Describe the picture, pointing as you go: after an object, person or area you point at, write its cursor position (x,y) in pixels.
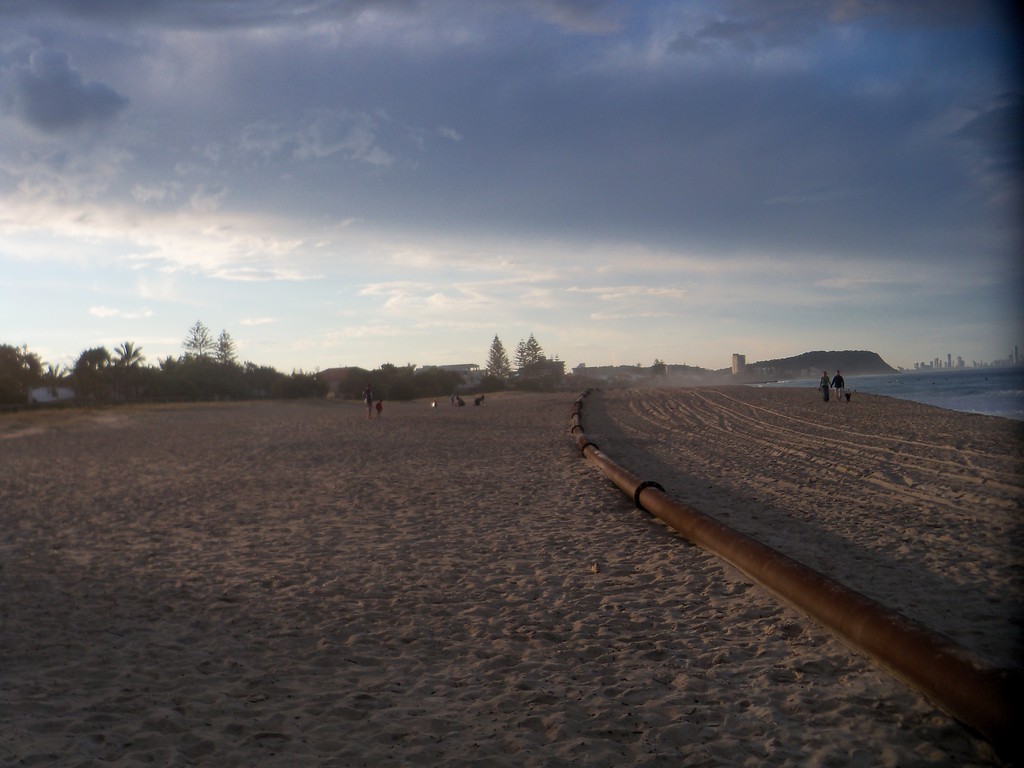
This is a beach (585,607). On the right side (723,546) there is a metal rod (703,541) placed on the ground (864,662). In the background (47,379) there are few people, trees (225,397) and buildings (51,392). On the right side (955,397), I can see the water (912,379). At the top of the image (503,185) I can see the sky (230,225) and clouds (254,224).
